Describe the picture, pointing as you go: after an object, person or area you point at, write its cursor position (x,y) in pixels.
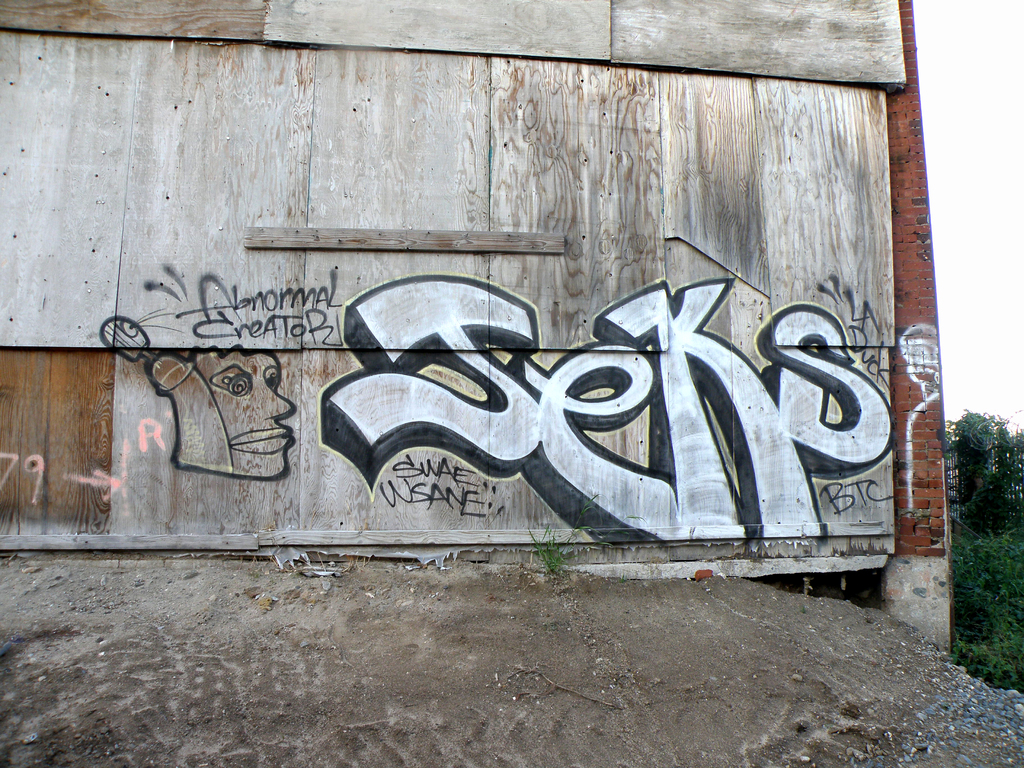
In the picture we can see graffiti (439,397) on the wooden wall (580,261), on right side of the picture (973,488) there are some trees (981,568), clear sky (937,249).
